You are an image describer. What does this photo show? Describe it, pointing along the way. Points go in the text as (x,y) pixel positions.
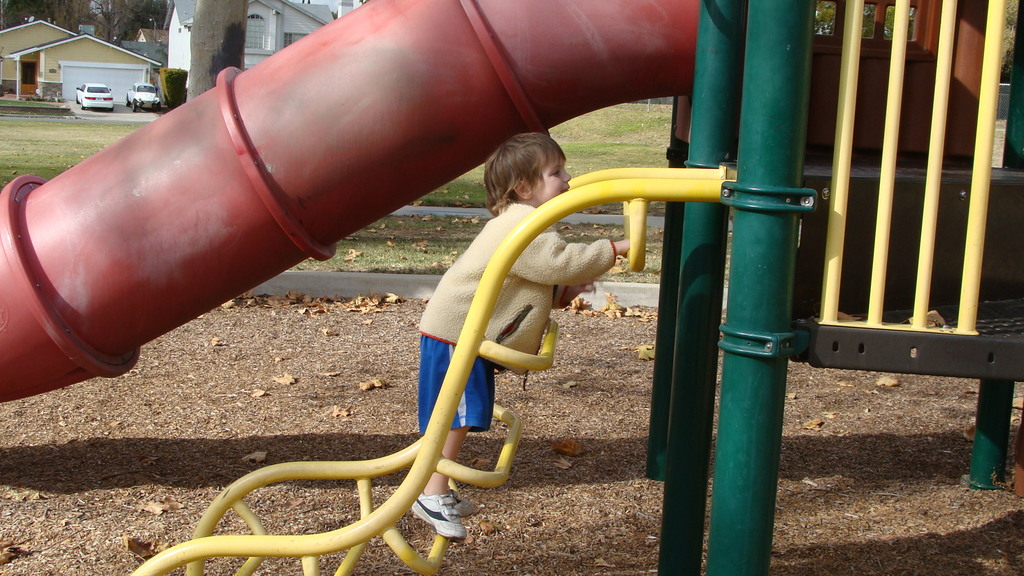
In this image, there is a boy (525,270) standing on a ladder (445,538) and I can see a tube slide (226,191). In the background (201,48) there are houses (63,90), trees (221,52), plants (175,79) and vehicles (108,101).
